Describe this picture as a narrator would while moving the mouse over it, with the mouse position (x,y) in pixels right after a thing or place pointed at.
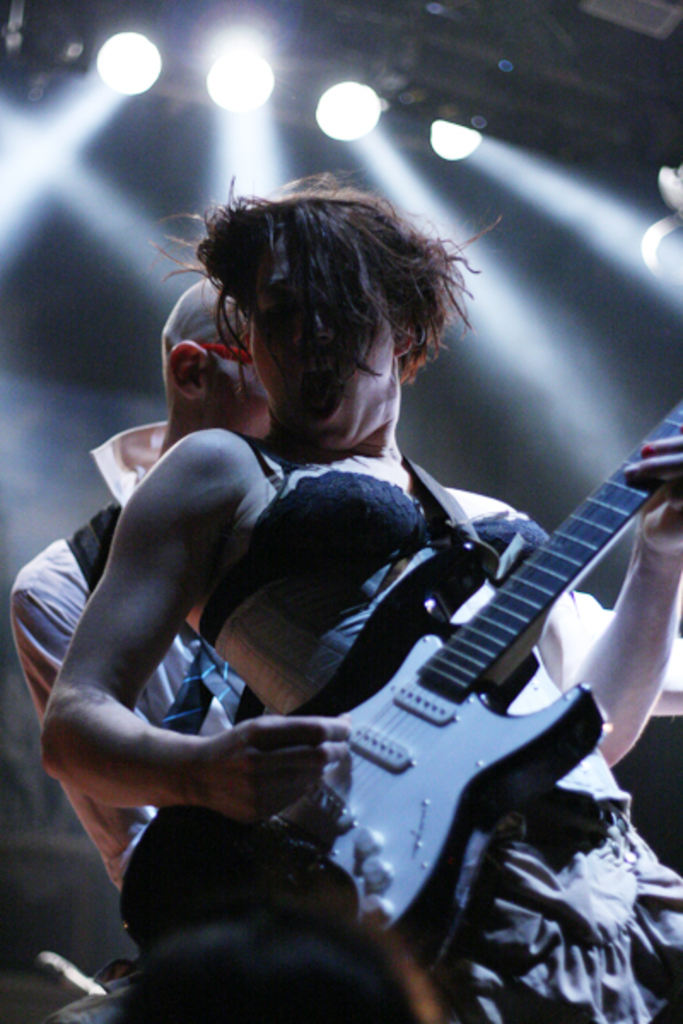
In this picture we can see a woman (246,514) playing guitar (358,808). Even we can see a man (205,365) behind her. And these are the lights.
